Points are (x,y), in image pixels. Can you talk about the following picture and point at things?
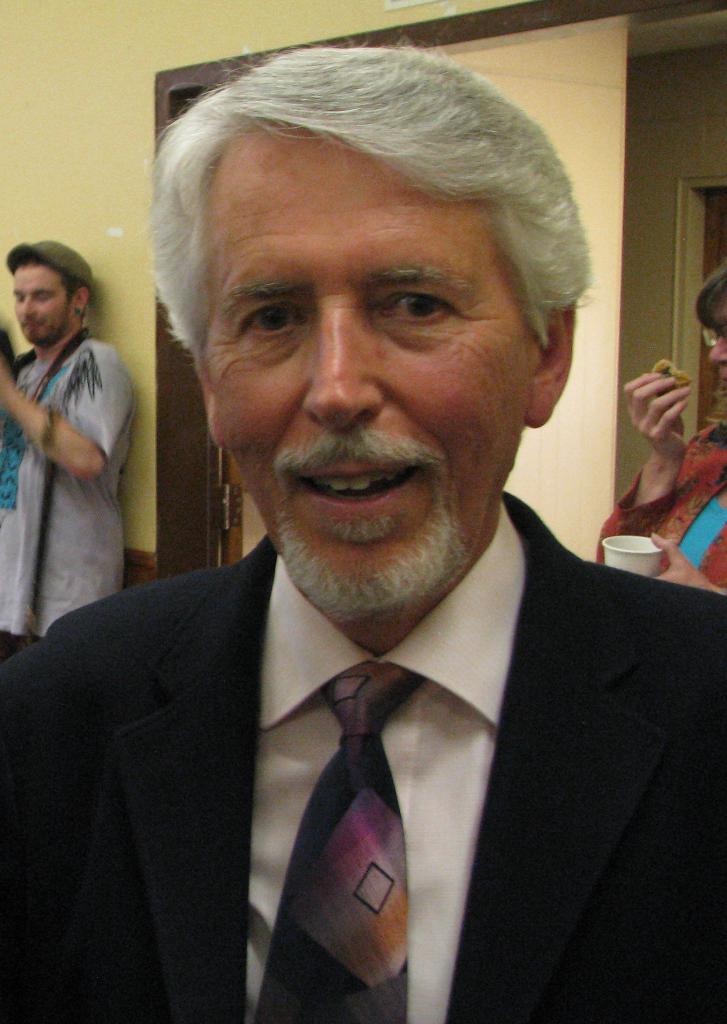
In this image in the front (393,739) there is a man (403,706) wearing black colour suit (214,775), white colour shirt (289,730) and a tie (358,779) is smiling. In the background (679,450) there are persons (651,445). On the right side (696,480) there is a woman (708,500) standing and holding a glass (640,555) and object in her hand (678,430). On the left side (57,378) there is a man (57,454) standing and there is a door (617,121) which is white in colour.
